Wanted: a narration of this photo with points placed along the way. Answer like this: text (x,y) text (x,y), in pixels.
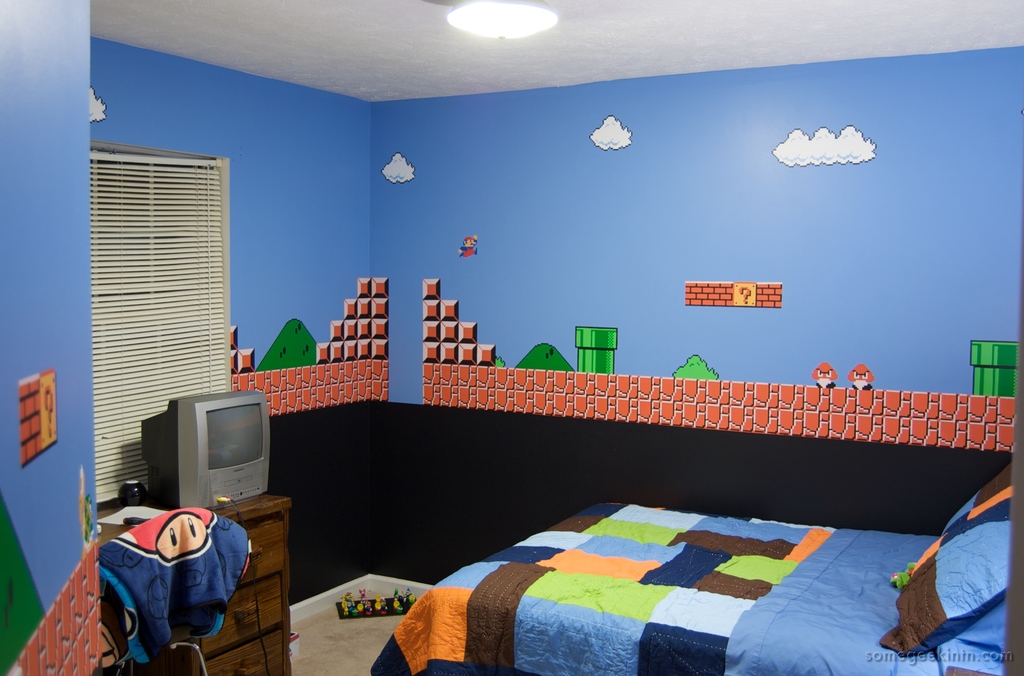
In this image we can see a bed (709,605) with a pillow (911,607). In the back (533,311) there is a wall (469,296) with painting (507,302). Also there is a curtain (160,342). And there is a TV (192,475) on the wooden stand (282,555) with drawers (252,615). There is a cloth (136,558). On the ceiling (512,49) there is light (508,32).
